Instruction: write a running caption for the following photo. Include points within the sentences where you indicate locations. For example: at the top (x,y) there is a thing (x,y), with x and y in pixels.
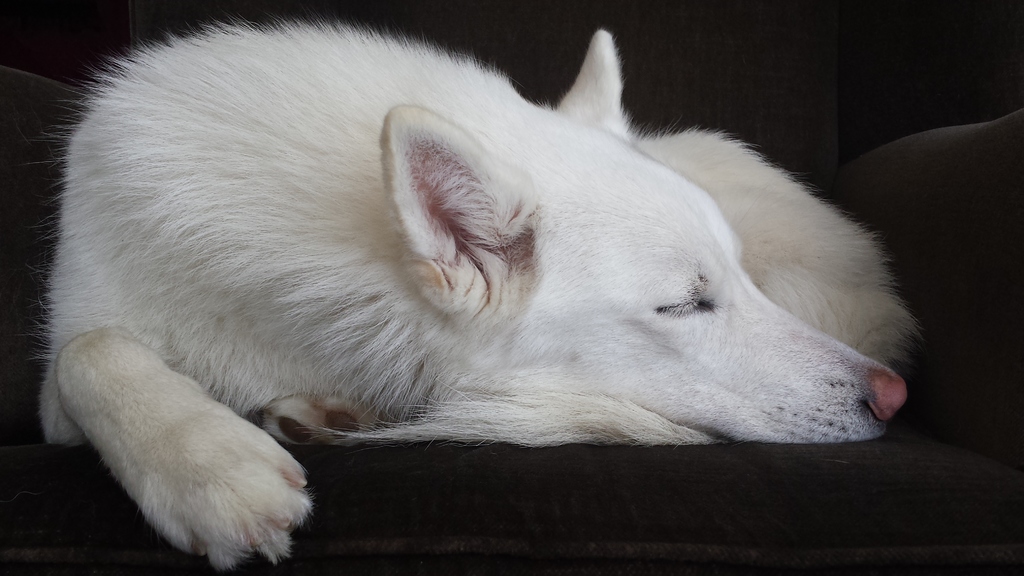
In this image there is one white color dog (454,290) is lying on the sofa (584,470) as we can in middle of this image (561,303).
